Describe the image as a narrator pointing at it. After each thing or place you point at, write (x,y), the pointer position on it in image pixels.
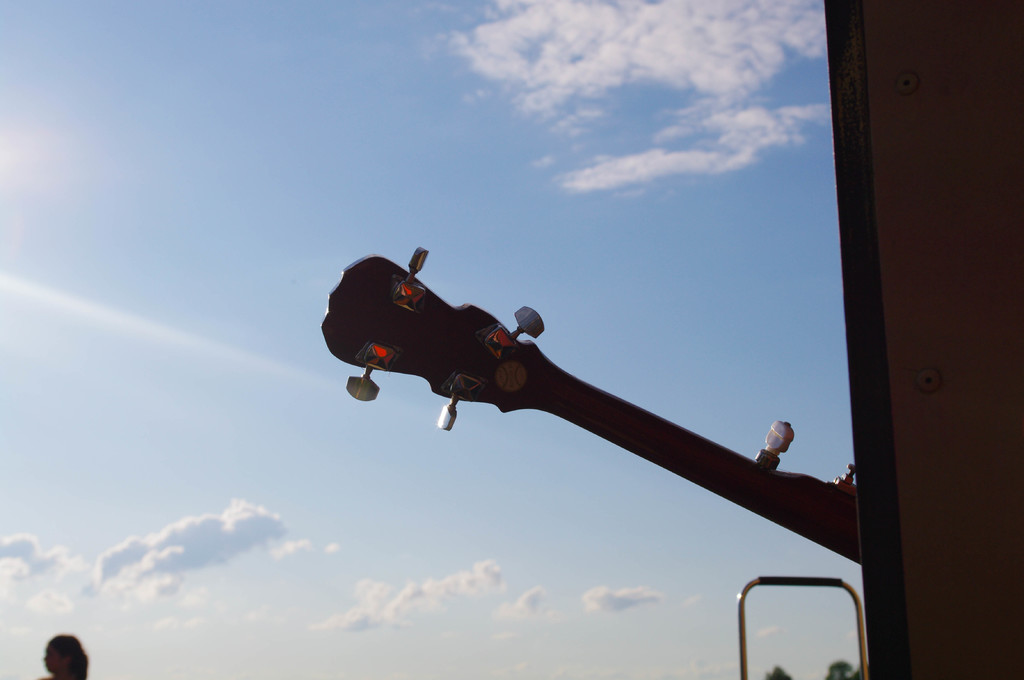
In the image there is a banjo (369,391) on the right side (832,521) behind the wall (919,610) and in the background (784,674) there are trees (840,670) visible on the right side (849,679) corner and a person (59,660) visible on left side (69,641) corner and above its sky (336,128) with clouds (154,551).
